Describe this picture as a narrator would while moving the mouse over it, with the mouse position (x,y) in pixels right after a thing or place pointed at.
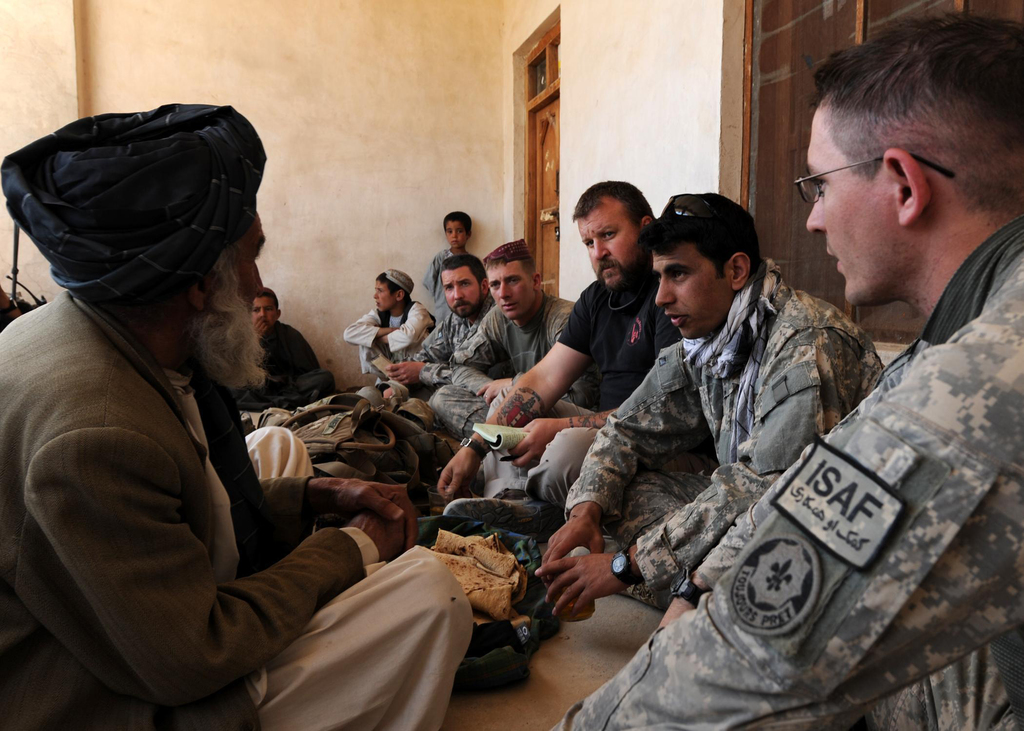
In this image, we can see a group of people (378,587). Few are sitting on the floor (592,677). Here we can see few bags (374,397) and objects (472,524). Background (384,172) there is a wall (383,143), door (554,205) and window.
